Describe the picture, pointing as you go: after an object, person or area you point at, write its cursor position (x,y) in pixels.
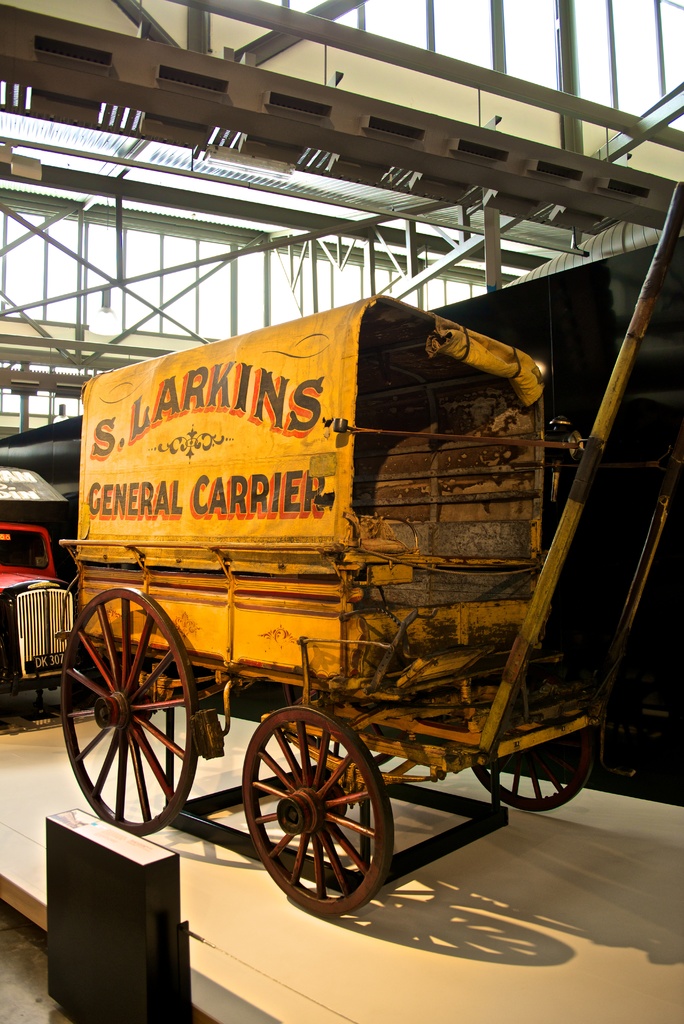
In the center of the image (289,456) we can see vehicle (137,400) on the floor (292,916). In the background (41,274) we can see poles (245,238), windows (65,285), lights (100,311) and wall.
